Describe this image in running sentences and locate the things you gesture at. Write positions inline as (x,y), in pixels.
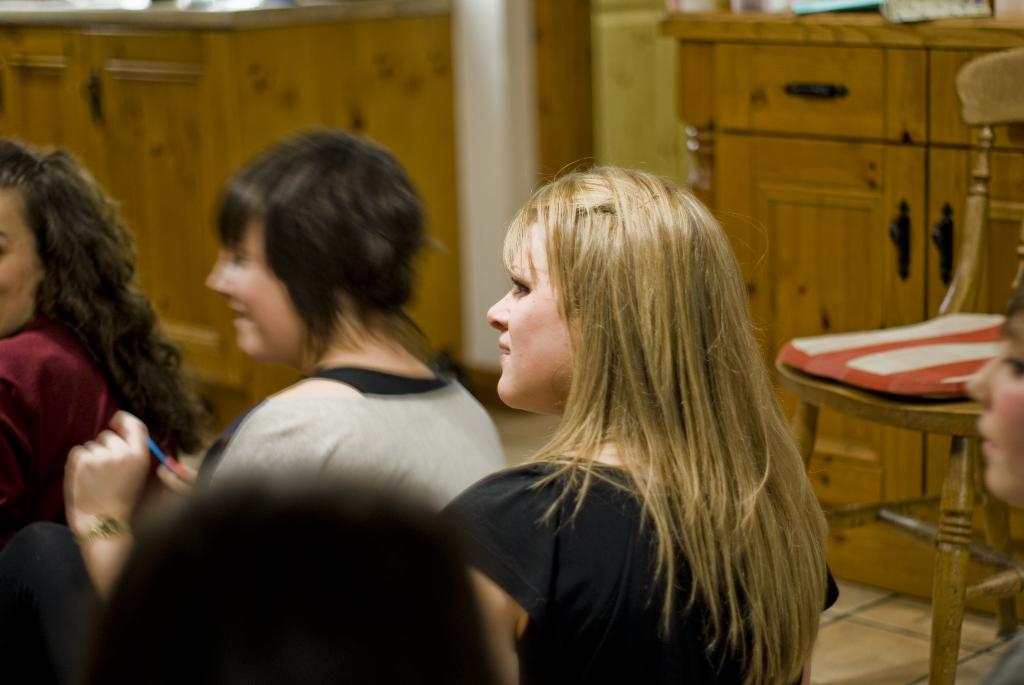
In this image I can see few women (374,428). I can also see a chair (807,404) and a cupboard (844,145).
